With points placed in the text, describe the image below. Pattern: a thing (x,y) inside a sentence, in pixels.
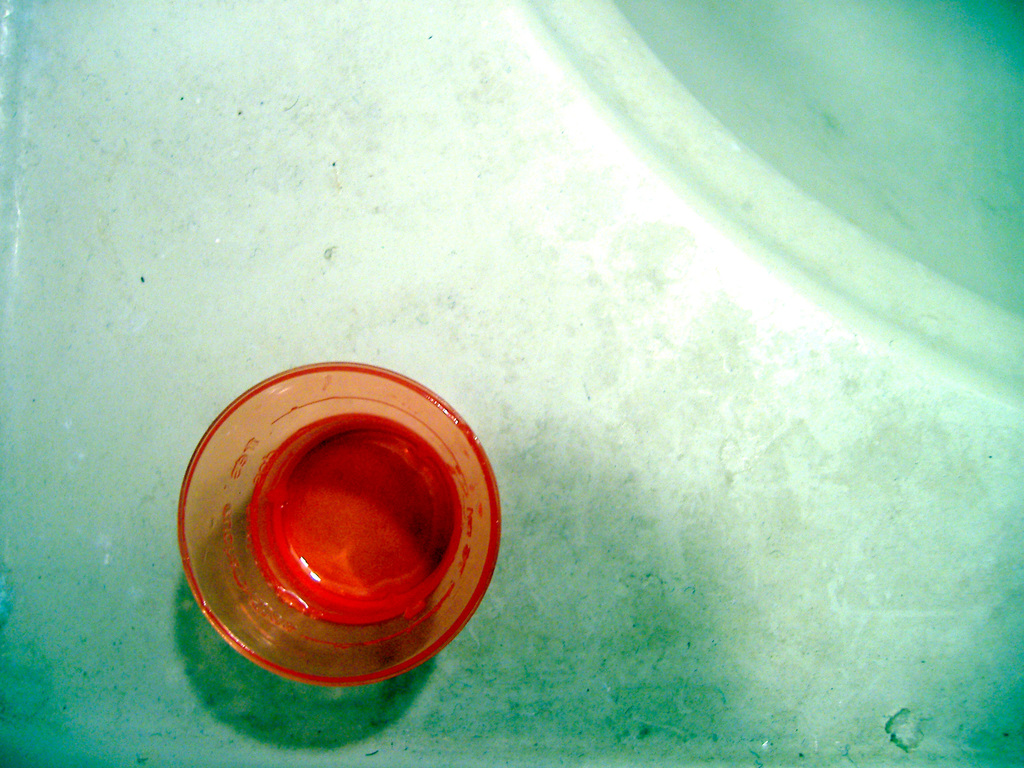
In this image, we can see a glass object (429,433) on the surface (584,410).
